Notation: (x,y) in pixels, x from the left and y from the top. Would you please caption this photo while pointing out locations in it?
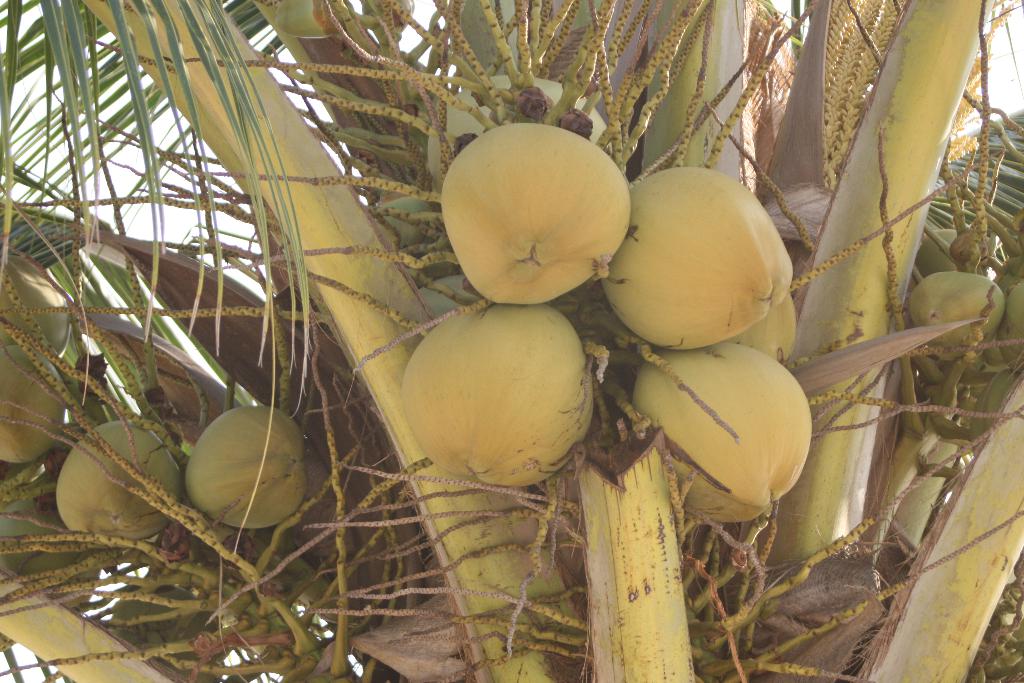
In this picture we can see a tree (263,657) with coconuts (714,258) and in the background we can see the sky (133,183).
